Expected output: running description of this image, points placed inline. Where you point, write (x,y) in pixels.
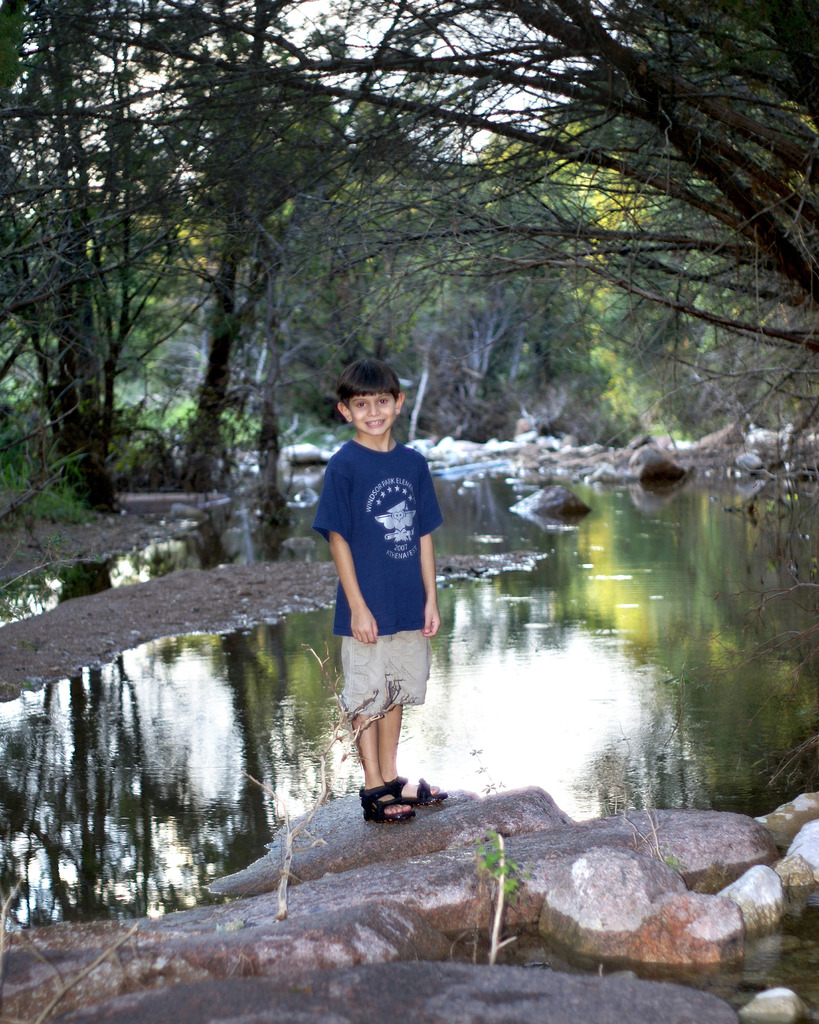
In this image I see a boy (391,413) who is standing and I see that he is smiling. I can also see that he is wearing blue color t-shirt (365,544) and shorts (387,665) and I see the rocks (467,861). In the background (560,588) I see the water (28,725) and I see number of trees (440,413).
